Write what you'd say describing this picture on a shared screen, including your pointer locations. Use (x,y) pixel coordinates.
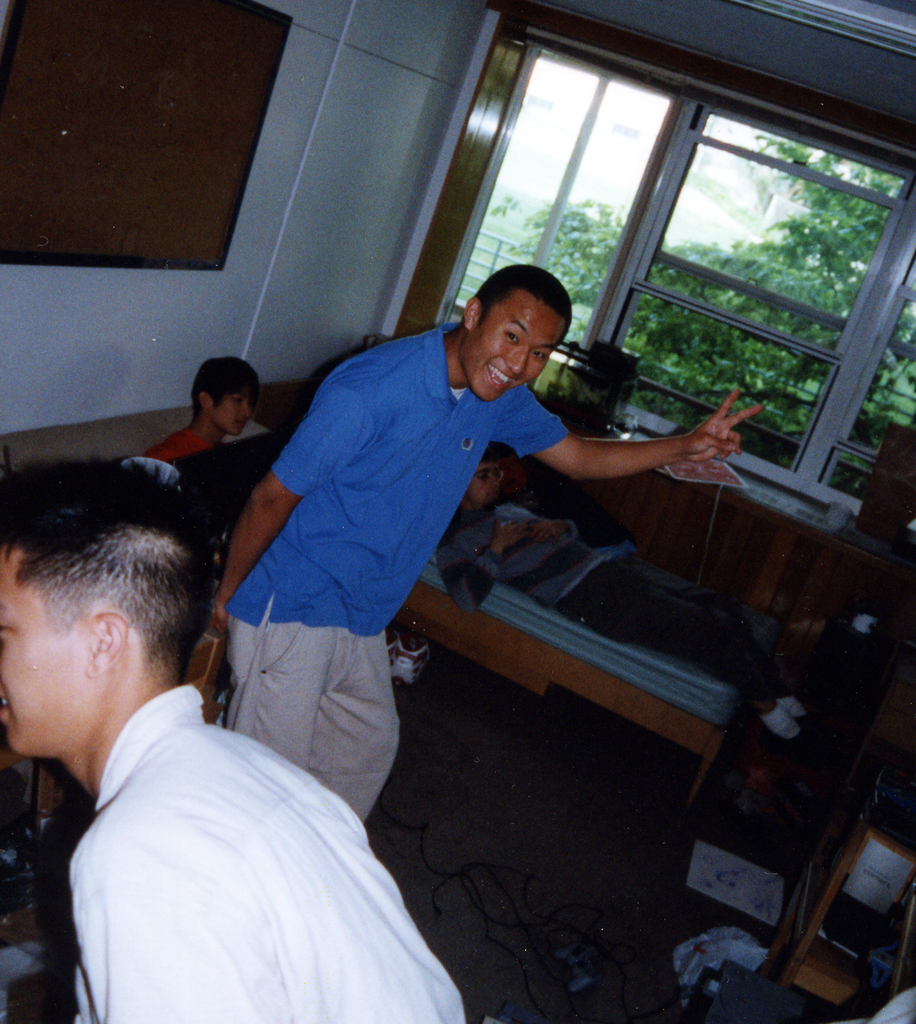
These two persons (179,617) standing. This person (557,607) laying on bed (555,611). This person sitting on the sofa (40,460). On the background (313,222) we can see wall (355,85), glass window (885,266). From this glass window (714,263) we can see tree (723,347). This is floor (587,737).
